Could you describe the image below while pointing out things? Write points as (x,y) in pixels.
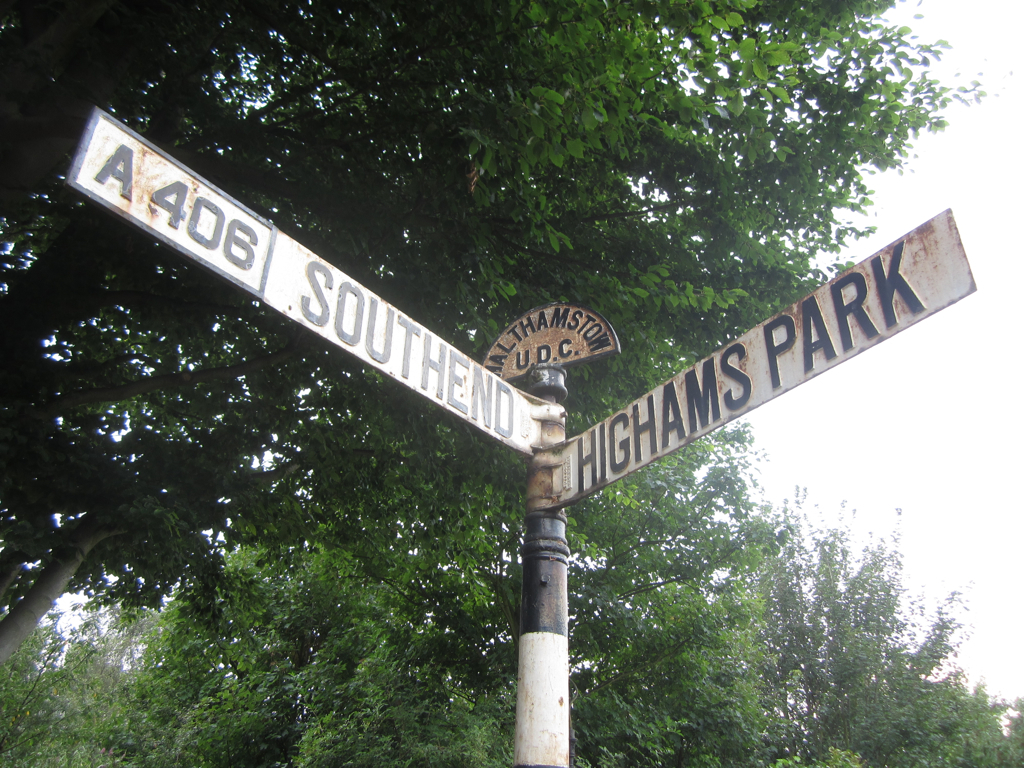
In this image, there is an outside view. In the foreground (436,400), there is a sign board (542,485). There is a sky (916,387) on the right side of the image (891,427). In the background (677,648), there are some trees (127,366).
